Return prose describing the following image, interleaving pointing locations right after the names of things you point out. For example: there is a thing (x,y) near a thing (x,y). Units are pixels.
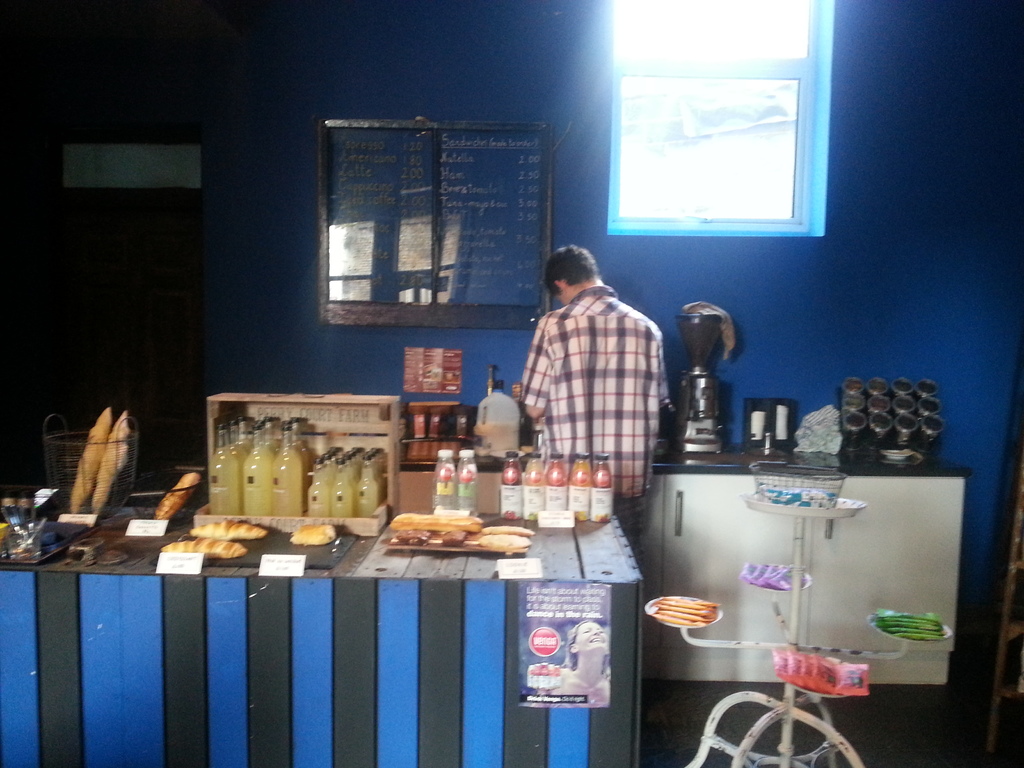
This is the picture of a place where we have a person (556,393) who is standing in front of the desk (572,541) on which there are some things (388,452) placed and behind there is another table (681,552) and also we can see two boards (526,310) and a window (751,190).
